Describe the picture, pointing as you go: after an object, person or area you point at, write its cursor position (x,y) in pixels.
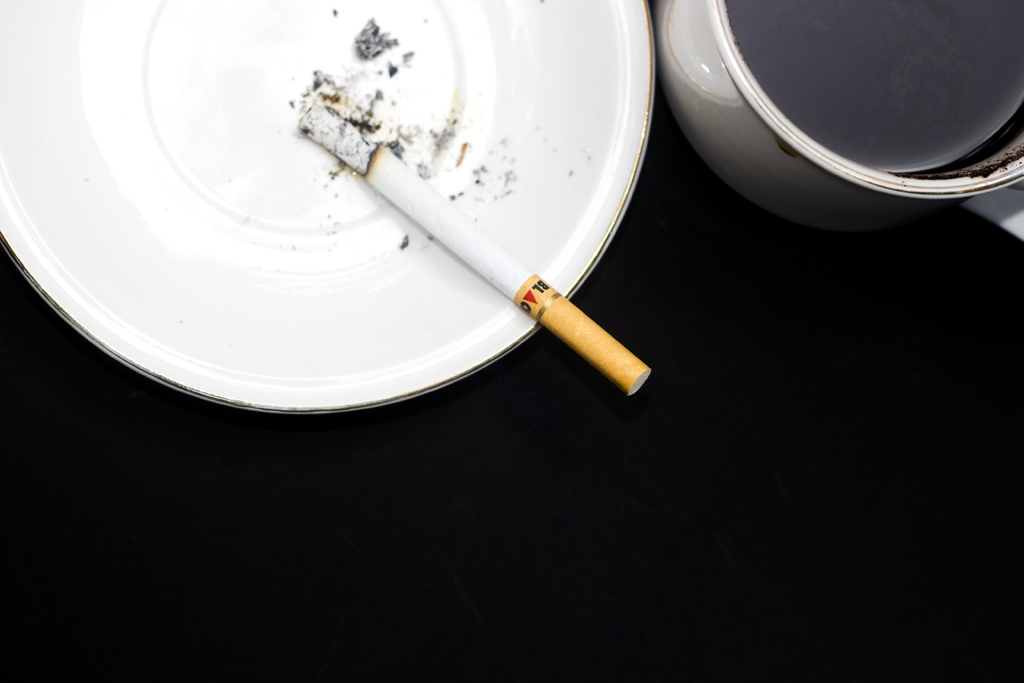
In this image we can see a cigarette (410,206) which is in white color ceramic plate (178,175) and there is coffee cup (837,164) on the black surface (551,438).
